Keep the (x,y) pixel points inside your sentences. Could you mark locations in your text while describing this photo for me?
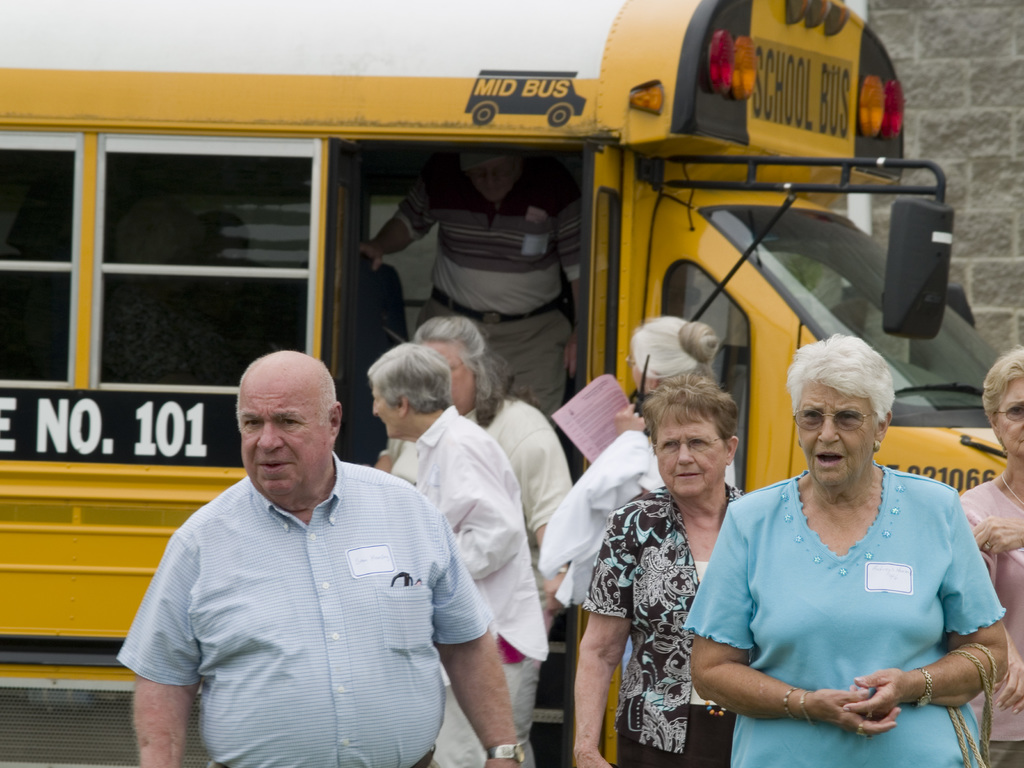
In this picture we can see few people (651,529) and a vehicle (903,281). In the background (1007,105) there is a wall (974,147).
